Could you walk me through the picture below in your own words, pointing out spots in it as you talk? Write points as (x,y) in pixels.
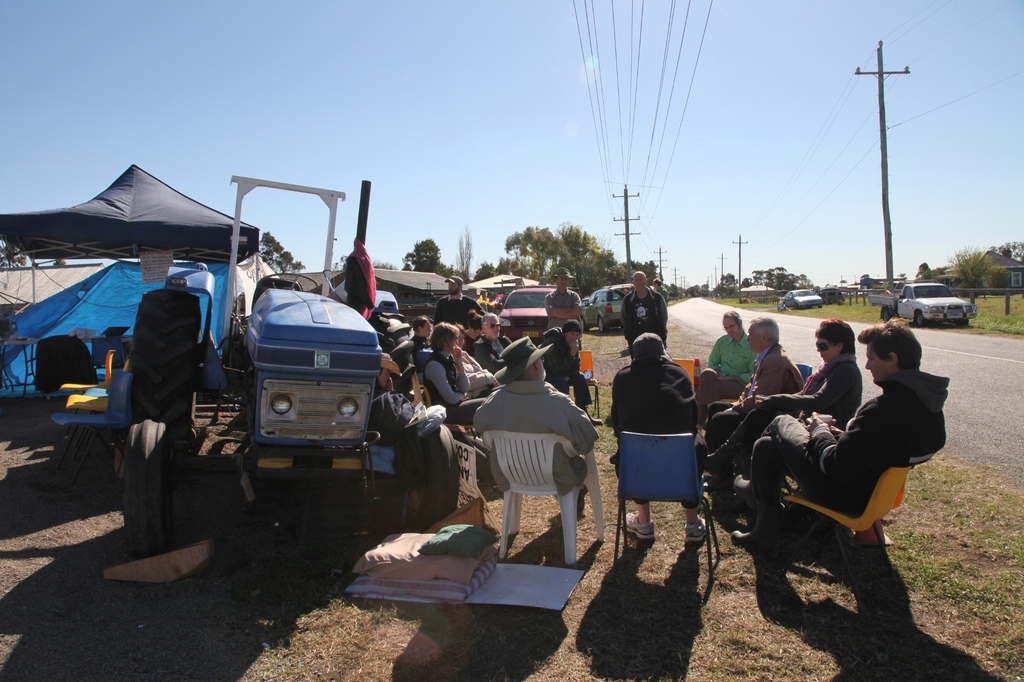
In this picture we can observe a blue color tractor (285,411) on the left side (339,437). There are some people (517,425) sitting in the chairs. There are men (520,371) and women (728,459) in this picture. On the right side (980,389) there is a road (976,402). We can observe some cars (827,300) here. There are some poles (624,236) and wires (648,138). We can observe black color tent (58,220) on the left side (87,227). In the background (502,270) there are trees (535,267) and a sky (347,93).
